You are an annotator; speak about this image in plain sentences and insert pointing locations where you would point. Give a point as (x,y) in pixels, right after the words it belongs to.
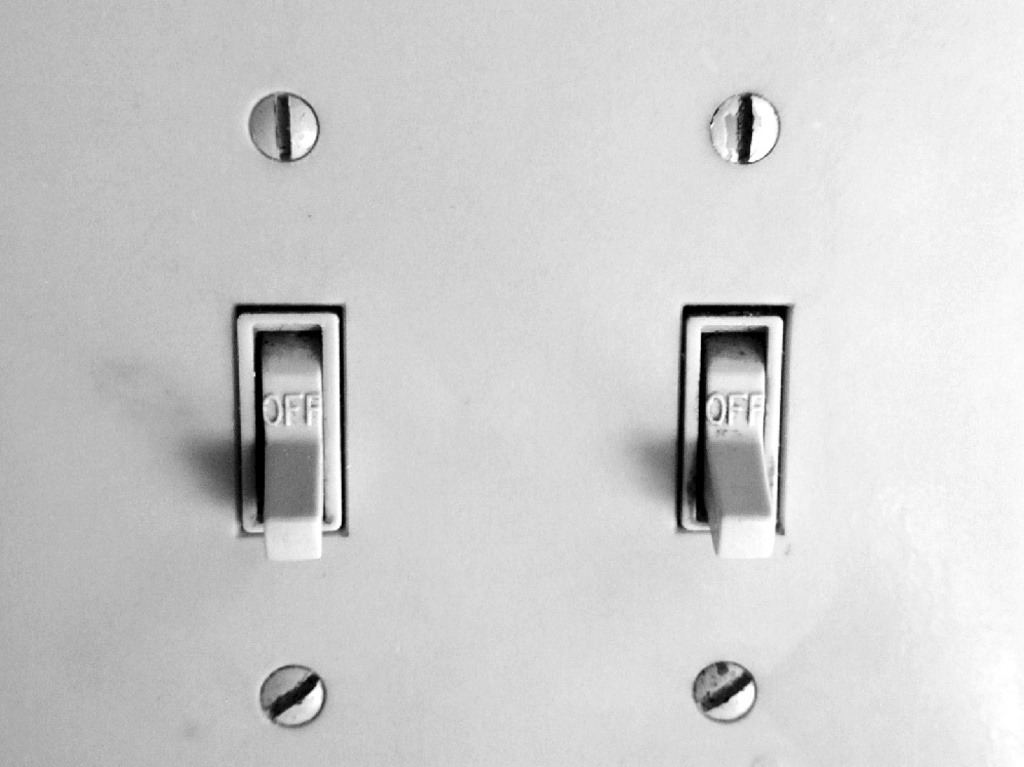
There is a board (301,183) with switches (694,340) and screws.
